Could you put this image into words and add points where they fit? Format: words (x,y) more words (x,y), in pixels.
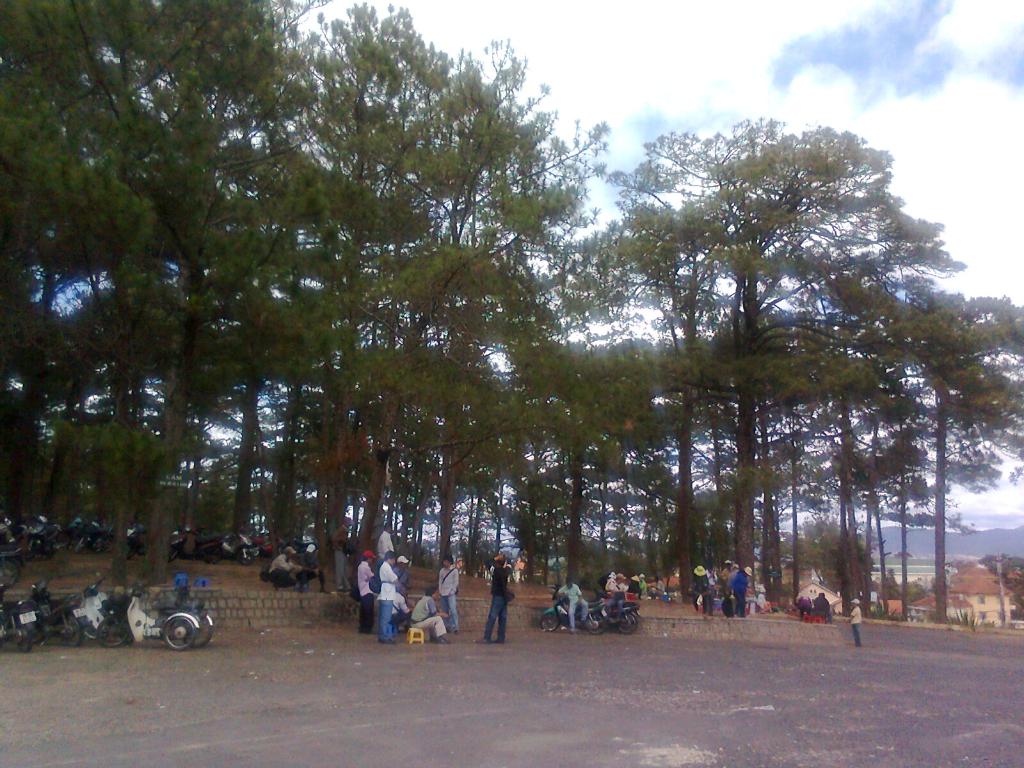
In this image there is a road (254,660), on the road (780,678) there are few motorbikes (172,553) and persons (806,598) visible and there are some houses (966,579) visible on the right side (955,609), in the middle (442,382) there are some trees (604,380) and the sky (578,54) visible.
